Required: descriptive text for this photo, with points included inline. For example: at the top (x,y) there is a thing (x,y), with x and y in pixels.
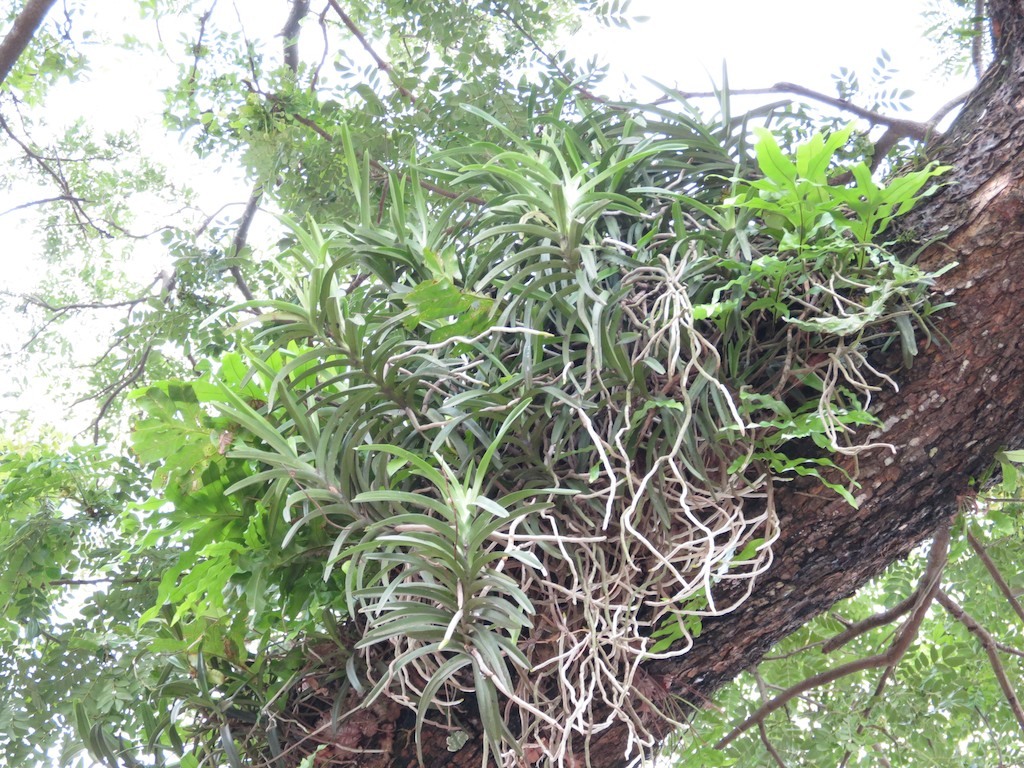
In this image I can see a tree trunk (1016,156) from the right side (989,192) to the bottom center of the image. I can see some plants (573,323) grown on the trunk (1007,301), I can see the roots (673,469). I can see other trees (844,621) behind.
